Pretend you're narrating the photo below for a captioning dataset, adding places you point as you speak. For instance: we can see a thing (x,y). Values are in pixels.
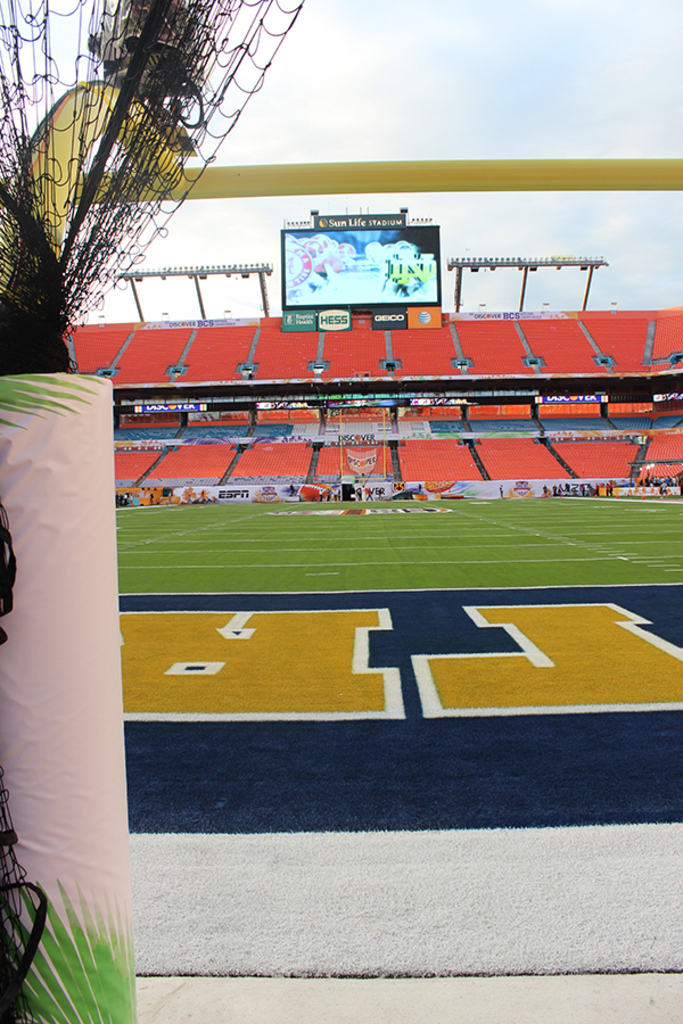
In this image I can see football ground (324,550) and in background (428,232) I can see a screen (431,271). I can also see white lines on ground (324,566) and over there I can see something is written. I can also see the sky (436,85) in background (560,131).
